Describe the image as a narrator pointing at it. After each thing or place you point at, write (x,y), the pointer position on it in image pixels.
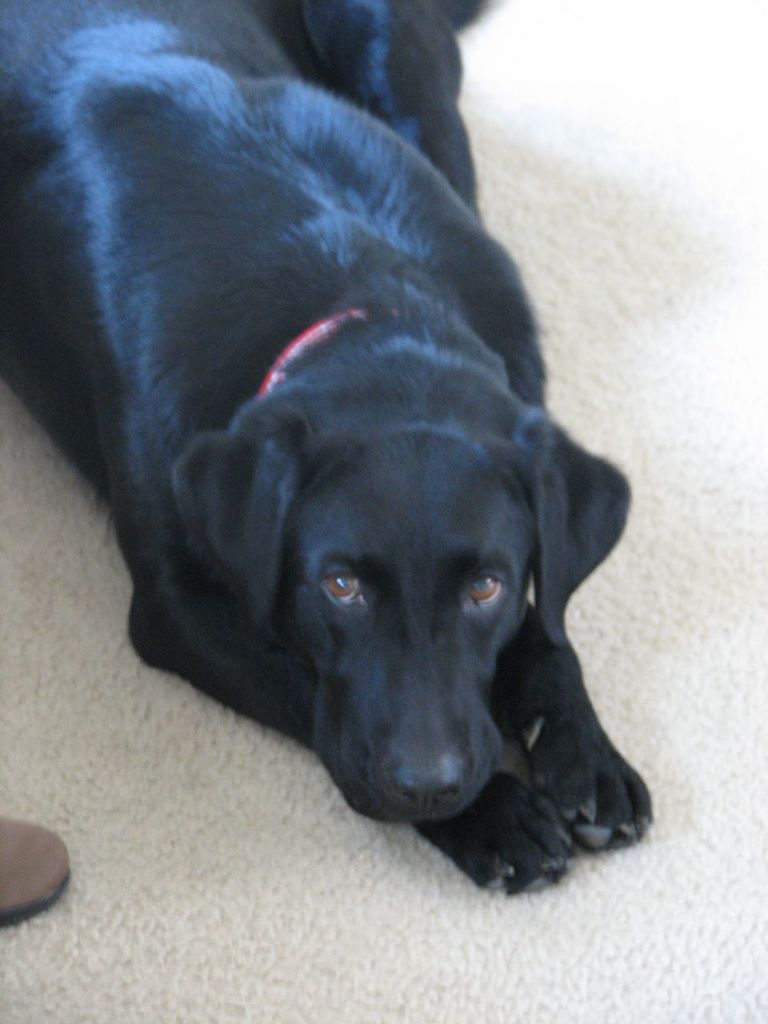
In this image there is a dog (409,678) lying on a floor (615,641).
